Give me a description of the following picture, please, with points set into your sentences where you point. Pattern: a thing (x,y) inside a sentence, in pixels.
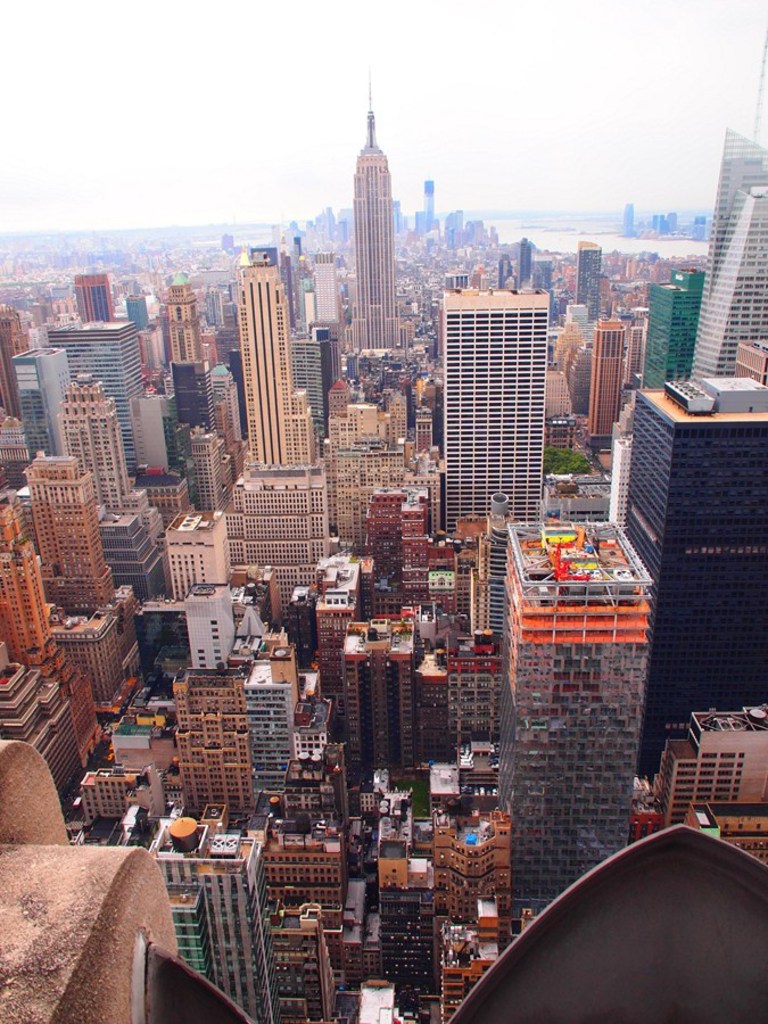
In this image we can see a group of buildings (359,568), towers (589,253) and some trees (582,469). On the backside (676,241) we can see a water body (628,247) and the sky (579,134) which looks cloudy.
